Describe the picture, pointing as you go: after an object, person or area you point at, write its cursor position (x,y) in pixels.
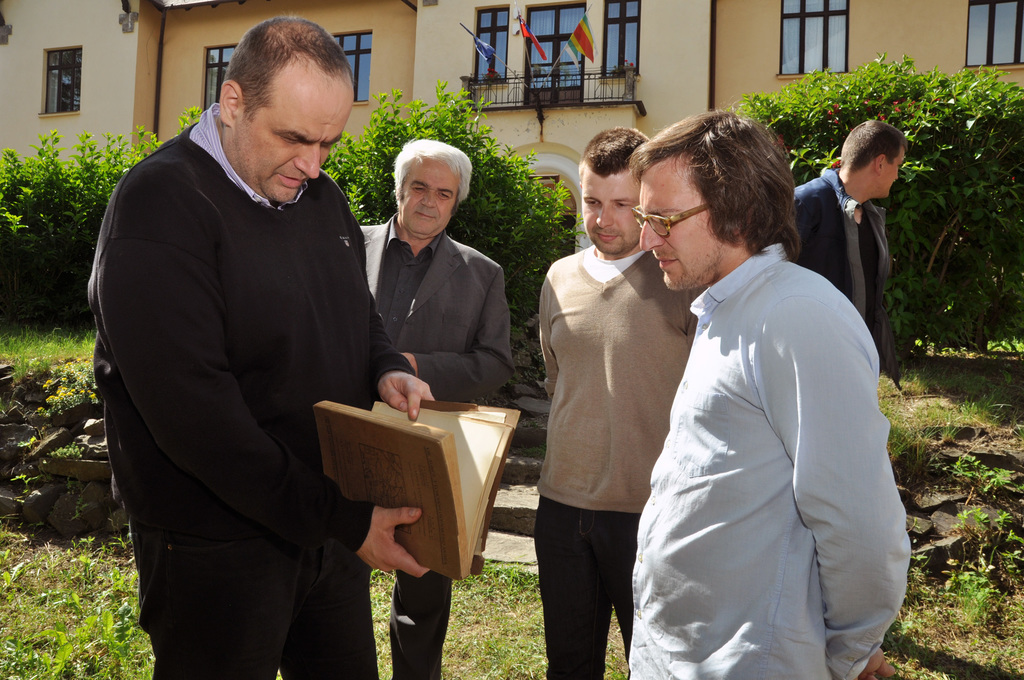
In the image we can see there are people (600,254) standing on the ground (94,625) and a man (262,674) is holding a book (395,485) in his hand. The ground (28,547) is covered with grass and behind there are bushes (482,131). There are buildings (507,85) at the back (548,104) and there are flags (587,30) on the balcony (539,95) of the window (633,23).
